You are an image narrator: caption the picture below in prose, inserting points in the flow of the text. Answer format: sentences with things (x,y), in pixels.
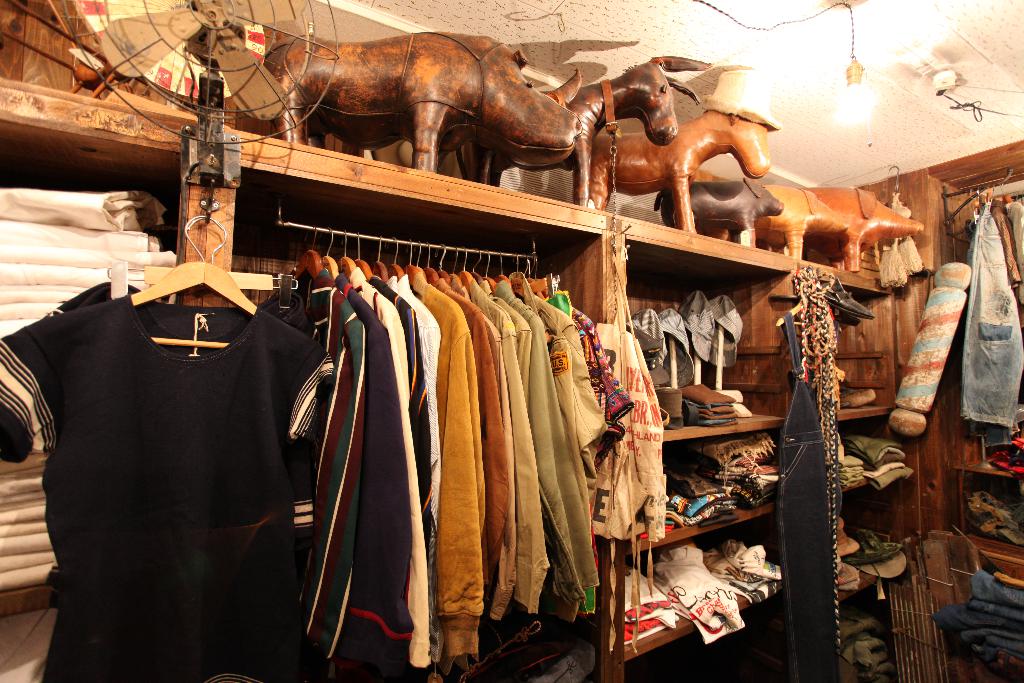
To the left side of the image (154,340) there is black t-shirt (165,431) hanging to the hanger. Beside that there are many shirts (410,351) hanging to the hangers (474,269). Beside that there is a cupboard (664,341) with many racks (746,424). Inside those racks (883,434) there are many clothes (691,603) in it. And above that rack (850,474) that cupboard (777,363) to the top of the image (475,155) there are few animal toys (386,99). And to the left side of the image (255,123) to the cupboard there is a table fan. And to the right side of the image (995,232) there few clothes (984,284) hanging and few are kept inside the cupboards (1001,546).
